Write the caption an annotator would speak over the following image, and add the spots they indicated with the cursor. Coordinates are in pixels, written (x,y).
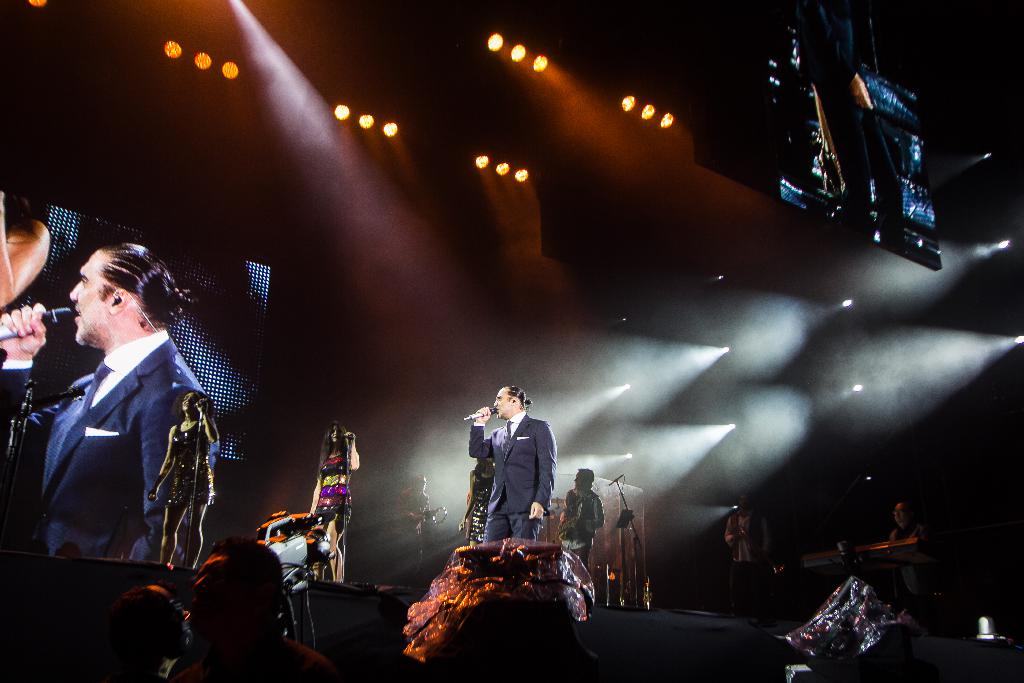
At the top (300,85) we can see lights (285,90). Here we can see persons (473,443) standing and holding mike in their hands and singing.
